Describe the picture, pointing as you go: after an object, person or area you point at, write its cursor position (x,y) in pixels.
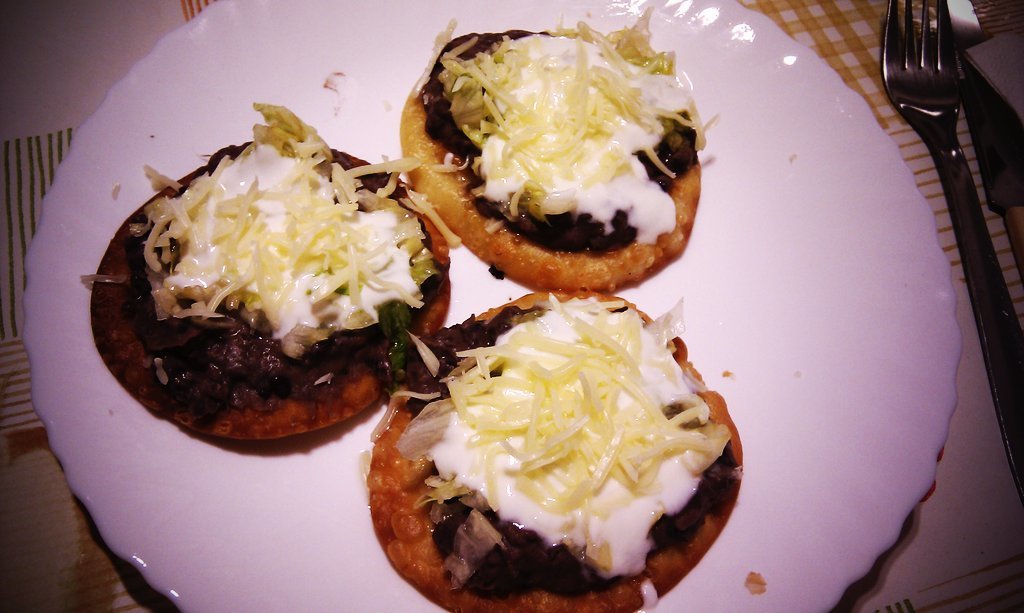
In this image we can see some objects (918,99) are on the table (30,69), one table (70,72) covered with table cloth (62,82), and some food items (231,304) on the table (43,84).
